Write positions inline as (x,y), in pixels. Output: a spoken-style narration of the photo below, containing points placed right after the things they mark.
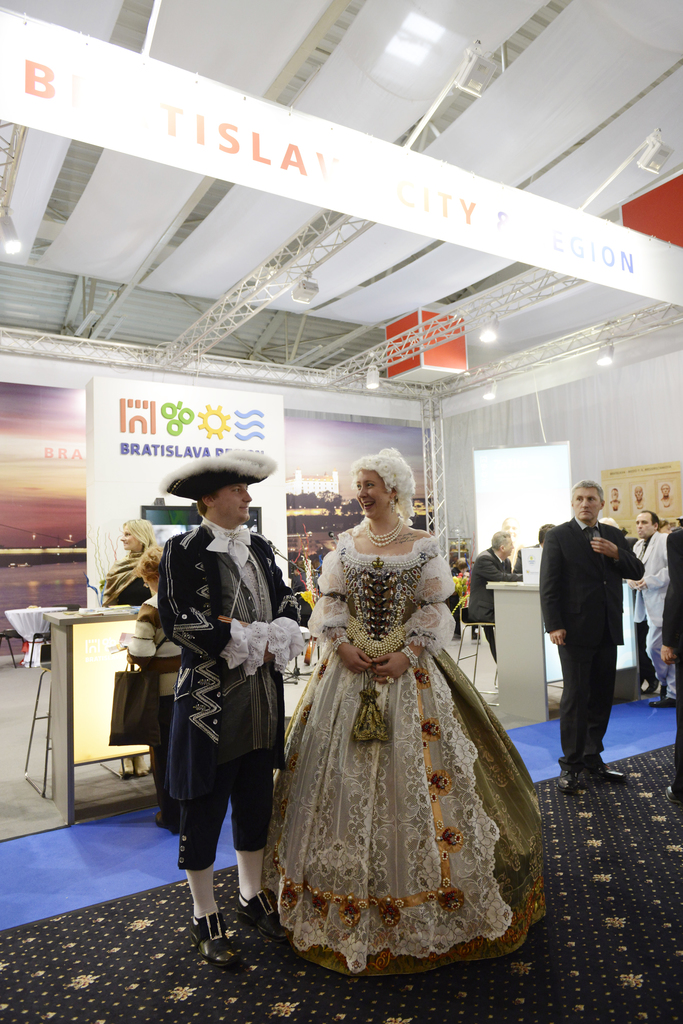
There is a woman (415,698), she is wearing a heavy gown (387,693) and around the woman (412,529) there are some other people (183,566), some event is going on in the hall (347,480). Behind the woman (483,762) there is a banner (71,488) and a logo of some organisation in front of the banner (222,448), on the right side (496,560) a person (480,560) is sitting on a chair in front of a table (522,595) and in the background (577,446) there is a white wall (600,438) and beside the wall (593,446) there is a window (527,501).
